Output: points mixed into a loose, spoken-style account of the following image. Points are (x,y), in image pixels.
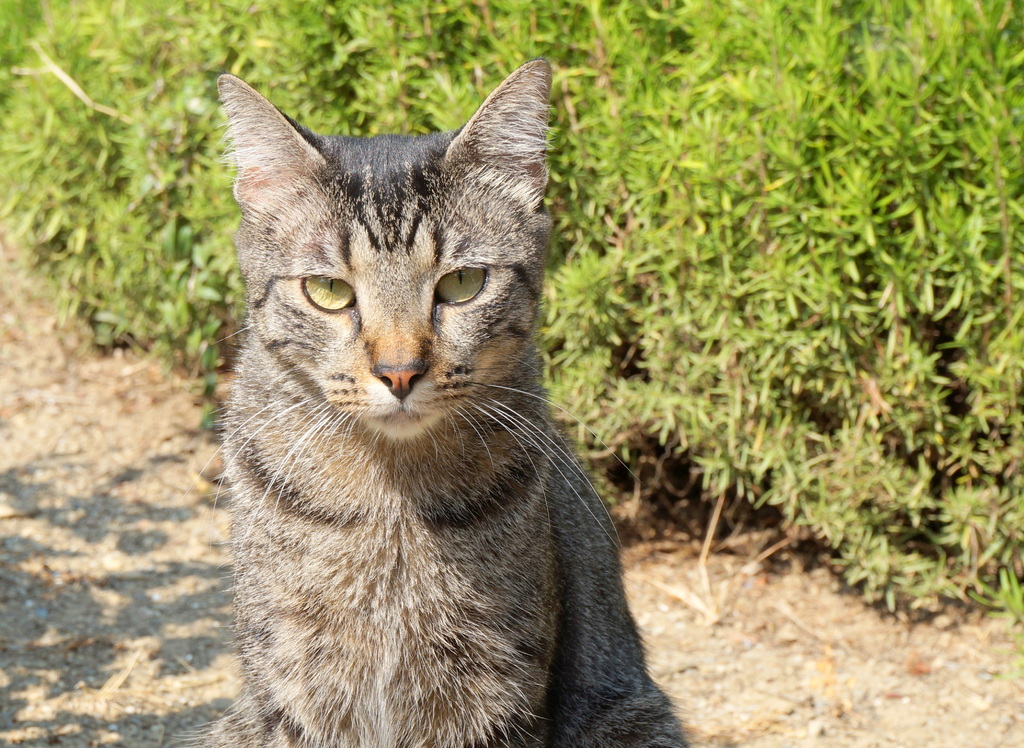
In this image we can see a cat (412,469). There are many plants (708,285) in the image.
